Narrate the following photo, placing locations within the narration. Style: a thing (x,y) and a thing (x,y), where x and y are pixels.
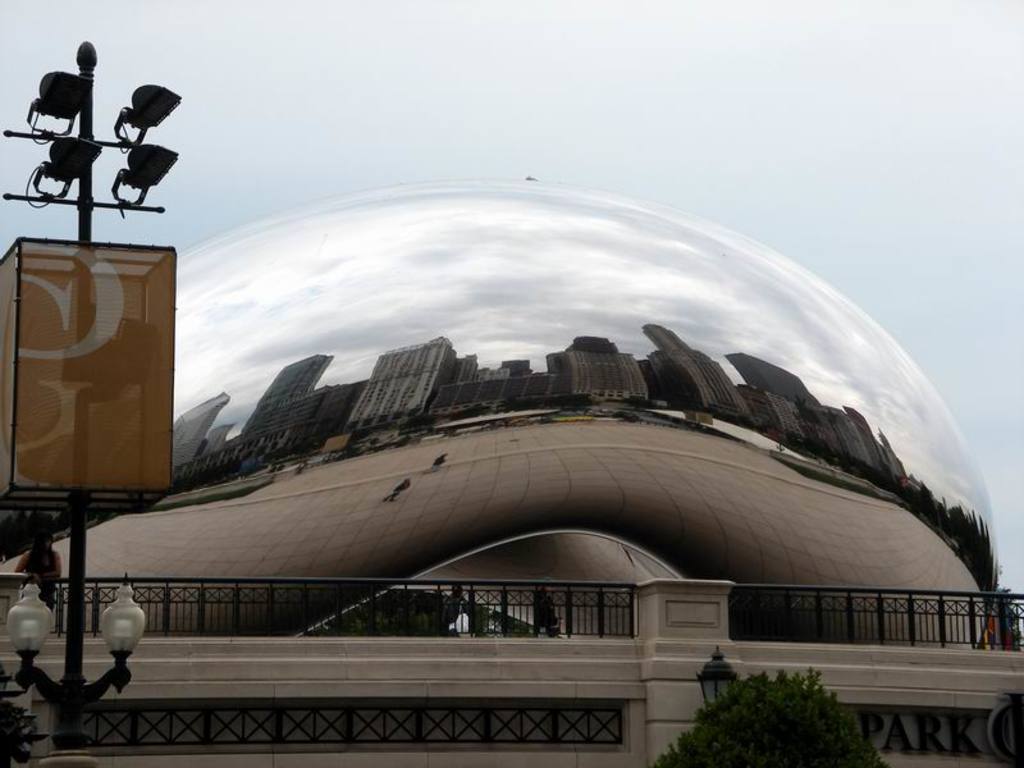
At the bottom (372,719) we can see fences (196,600), plants (716,767), light poles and there is a box like object (58,387) on the left side (52,435). In the background (299,519) we can see few persons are standing at the fence (580,623), reflections (644,479) of buildings (516,396), poles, trees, few persons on a big spherical metal ball (605,474). We can see the sky (595,110).
